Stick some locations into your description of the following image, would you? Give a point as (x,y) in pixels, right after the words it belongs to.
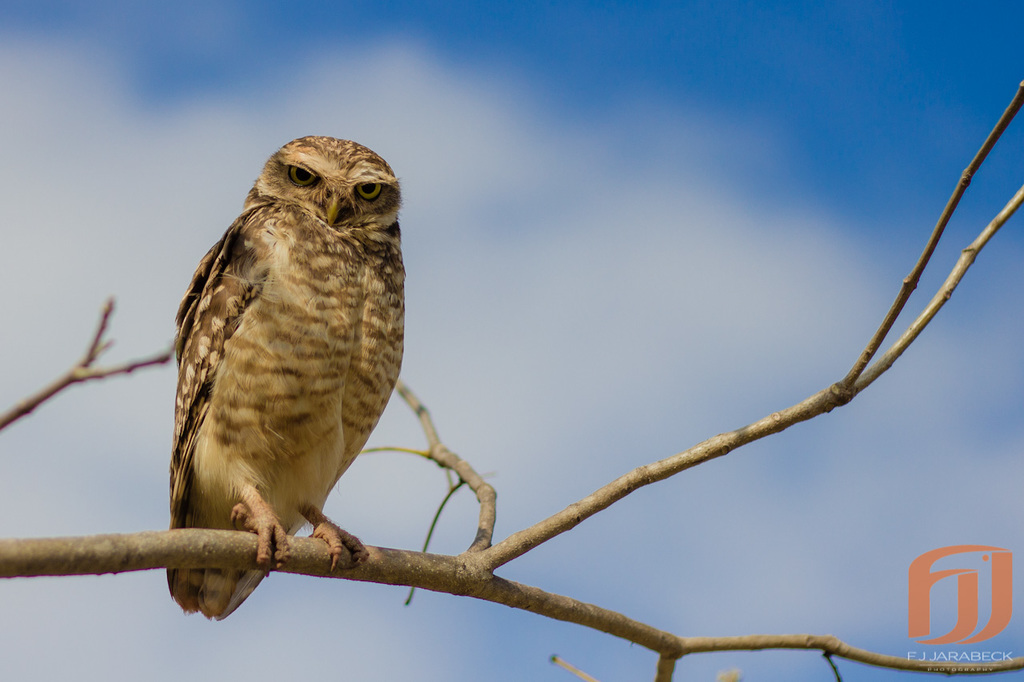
In this image we can see an owl (222,527) which is on the branch (124,559) of a tree (954,269) and in the background of the image (532,169) there is sky (569,177) with clouds (89,527).
